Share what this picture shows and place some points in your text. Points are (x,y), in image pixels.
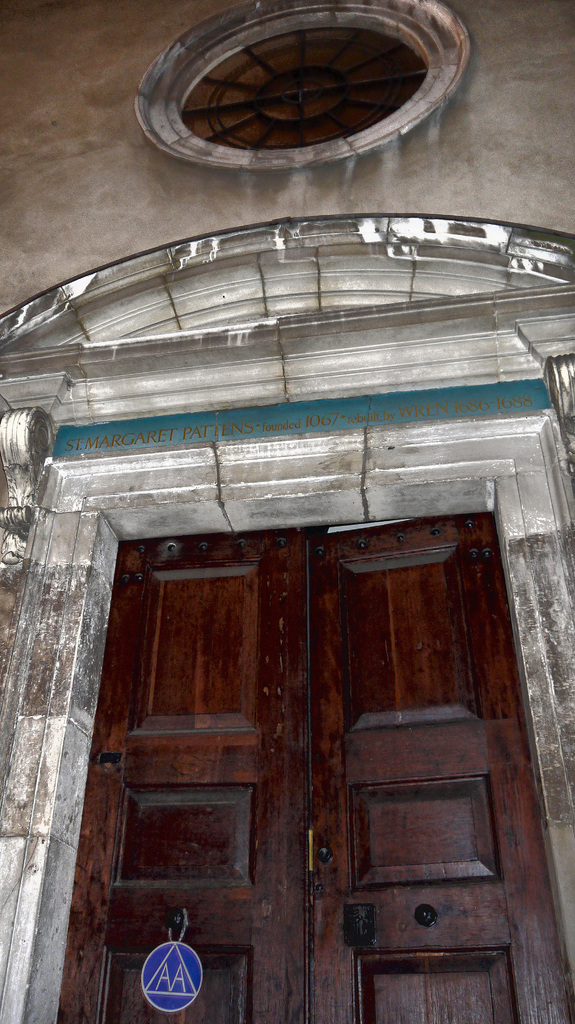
In this image in the center (251,533) there is a door (244,598) and on the top of the door (322,698) there is a window (320,96) and there is a wall (83,141), and there is some text (181,439) written on the wall (415,432).
